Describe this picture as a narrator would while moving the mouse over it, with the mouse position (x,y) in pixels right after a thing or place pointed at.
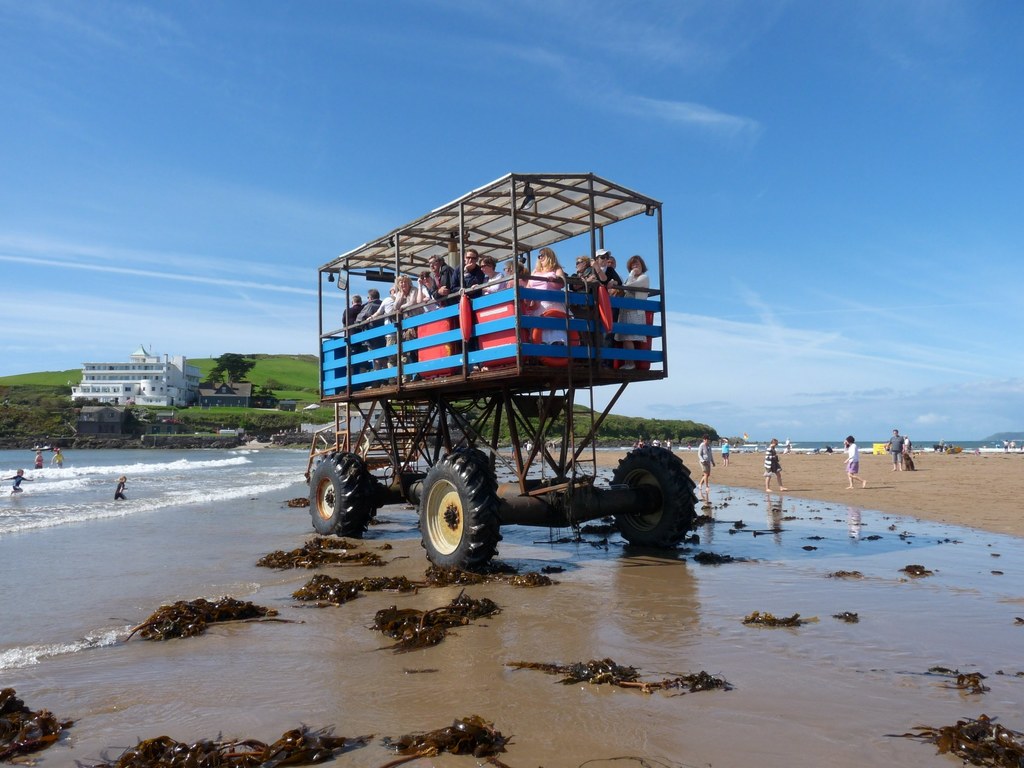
In this image, we can see a vehicle (395,496), a group of people (621,318) are standing here. On the left side (180,589), we can see the sea (96,542). Here we can see few people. building (176,387), trees (262,416), mountain (292,370). Background (926,230) there is a sky (915,214).
